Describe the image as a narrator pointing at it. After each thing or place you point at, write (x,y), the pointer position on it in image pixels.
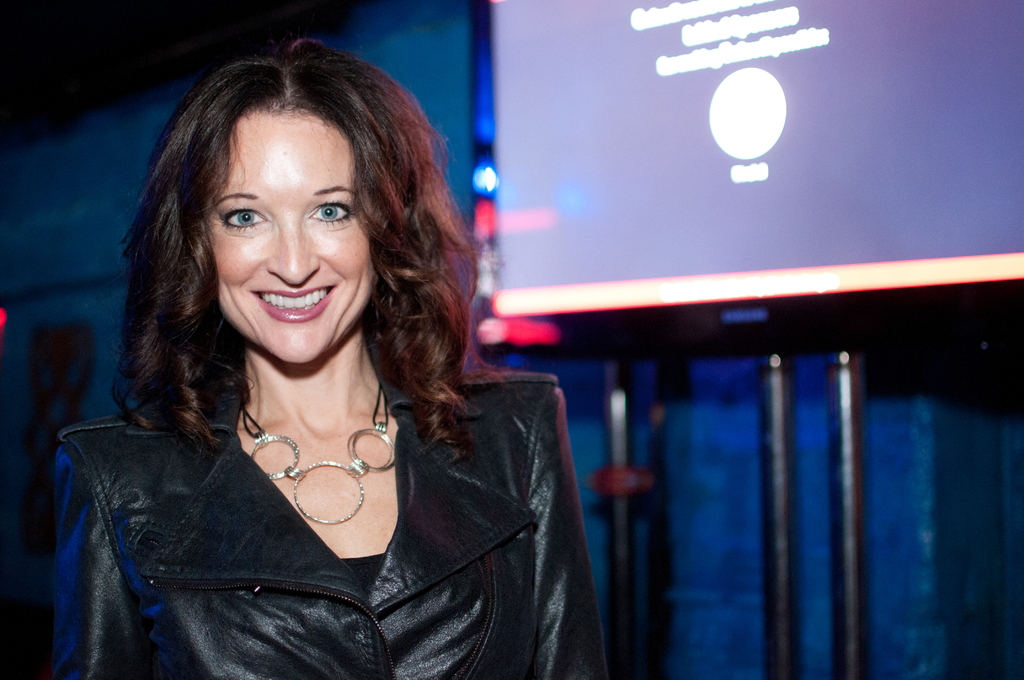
In the picture we can see a woman (128,528) wearing a black dress (311,569) and standing and she is smiling and in the background (867,516), we can see a wall (882,522) with a screen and some poles (793,544) under it.
